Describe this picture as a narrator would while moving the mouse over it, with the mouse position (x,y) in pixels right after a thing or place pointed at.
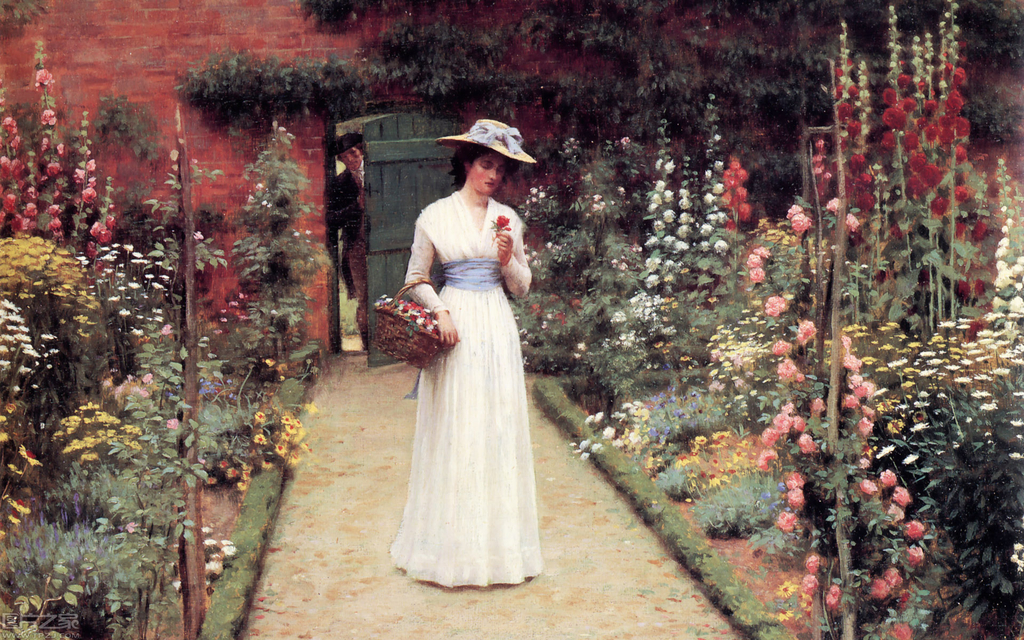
In this image i can see a painting (449,362) of a woman (452,423) and a man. The woman (458,355) is holding flowers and basket (446,348). The woman (447,372) is wearing a white color dress (484,245) and hat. In the background (383,235) I can see a wall (197,106), door (376,224) and plants (160,414).
